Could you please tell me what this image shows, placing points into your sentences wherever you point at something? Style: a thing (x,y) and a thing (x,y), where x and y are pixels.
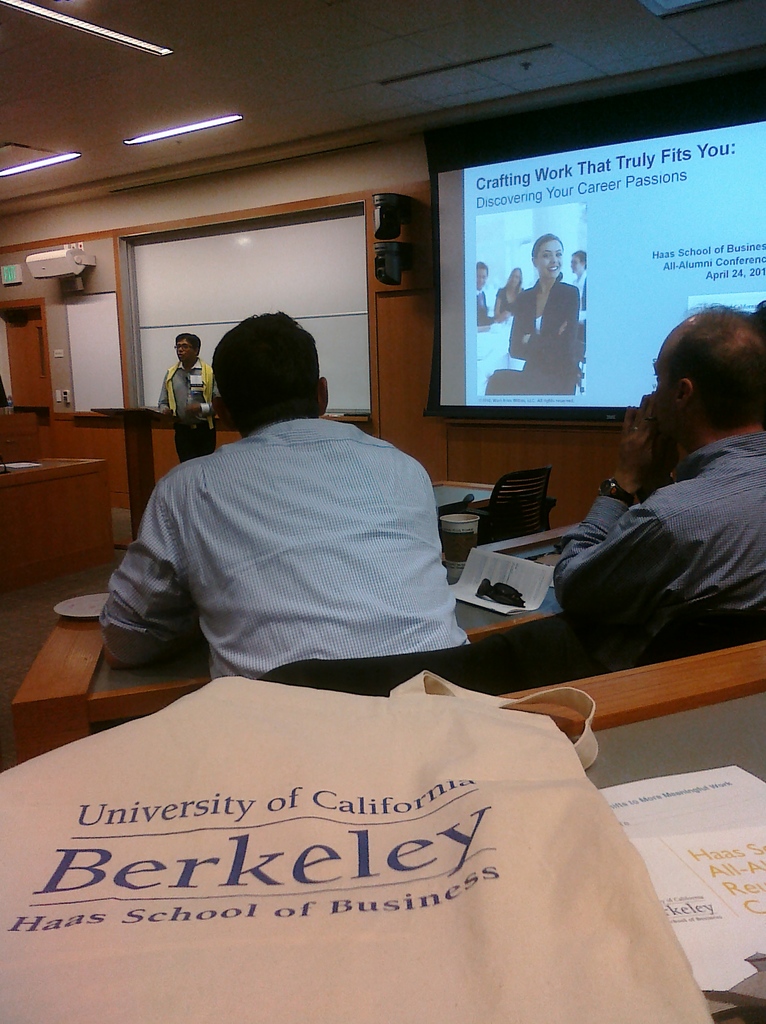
A picture of a room (256,121). On top there are lights (93,29). A screen (435,218) is on wall (406,314). On this screen (502,334) a woman (556,307) is highlighted and smiling. Far this person (198,448) is standing in-front of this podium (129,429). Front this persons (419,607) are sitting on chairs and in-front of them there is a table (507,566), on this tables (472,567) there are papers (522,565) and bag (432,820). Air conditioner (76,264) is on wall (82,210).
